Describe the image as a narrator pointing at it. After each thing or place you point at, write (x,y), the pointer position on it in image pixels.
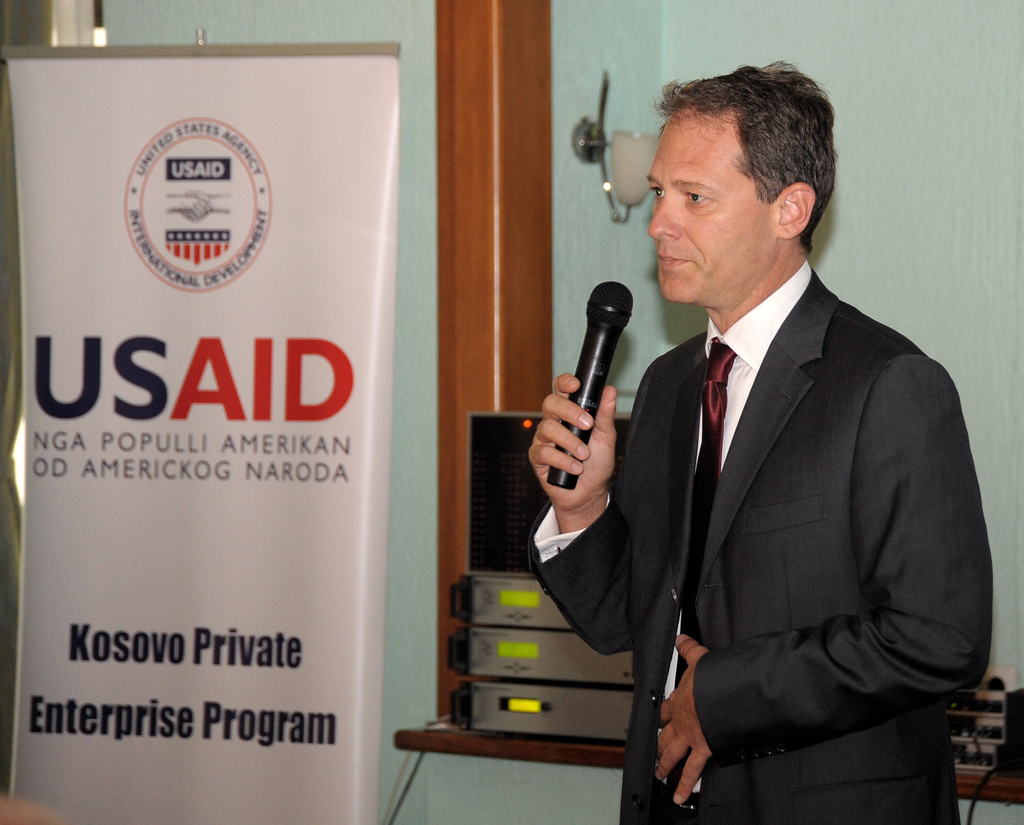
There is a man (591,436) who is holding a mike (619,322) with his hand (571,435). He is in a suit (774,548). There is a banner (70,331). On the background (563,237) there is a wall (933,327) and these are some electronic devices (514,640).
